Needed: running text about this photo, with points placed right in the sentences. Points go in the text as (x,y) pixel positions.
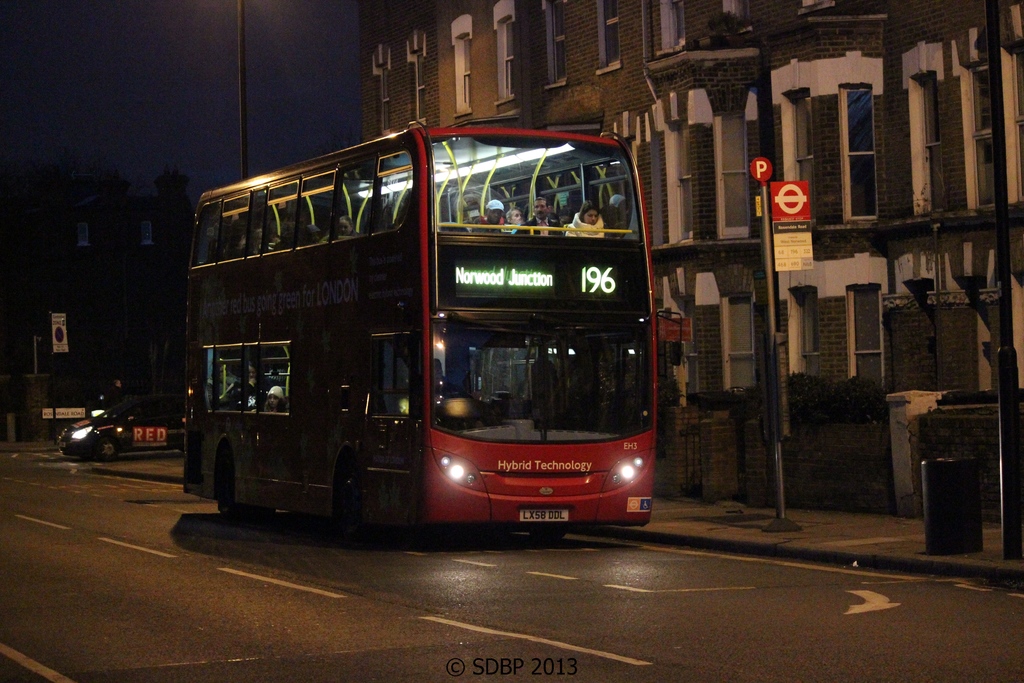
In this image on a road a double decker bus (418,418) is moving. Inside it there are many people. Here a car (106,423) is moving on the road (89,457). There are sign boards (784,248) beside the road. In the background (789,161) there are buildings (762,90). In the foreground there is a road (433,596).
